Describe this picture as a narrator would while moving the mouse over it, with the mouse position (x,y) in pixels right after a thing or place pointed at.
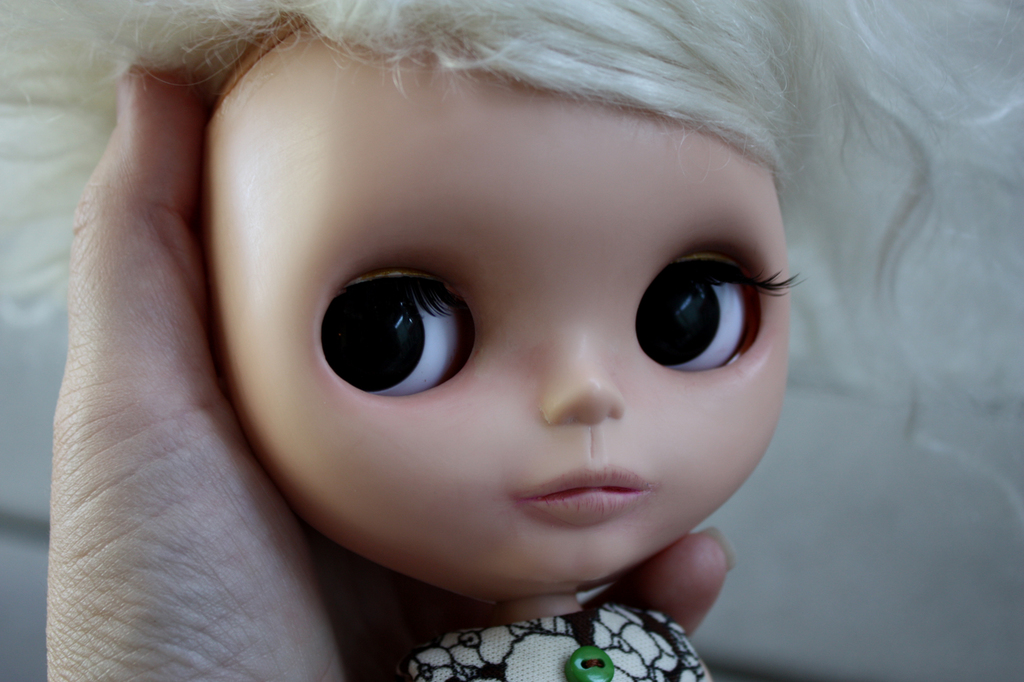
In the image we can see there is a doll (529,479) in the hands (189,587) of a person (288,614).
